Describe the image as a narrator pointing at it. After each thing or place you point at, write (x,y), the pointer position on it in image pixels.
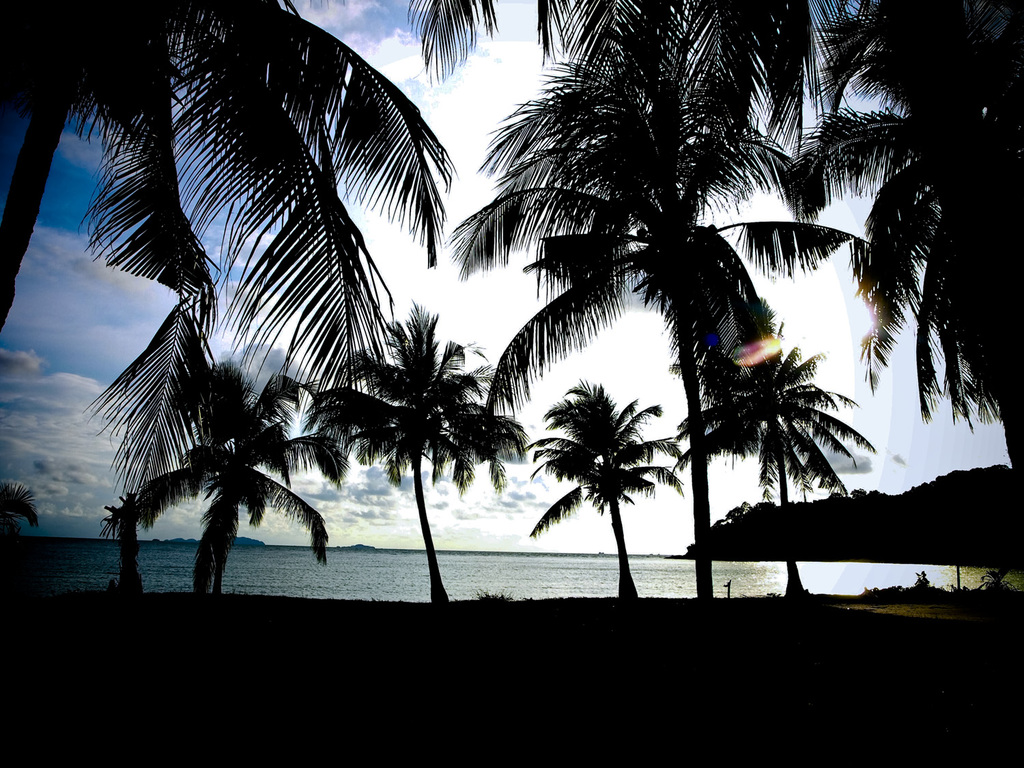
In this picture we can see a few trees (1016,255) in the background (130,542). There is water (606,584) in the background (358,575).
